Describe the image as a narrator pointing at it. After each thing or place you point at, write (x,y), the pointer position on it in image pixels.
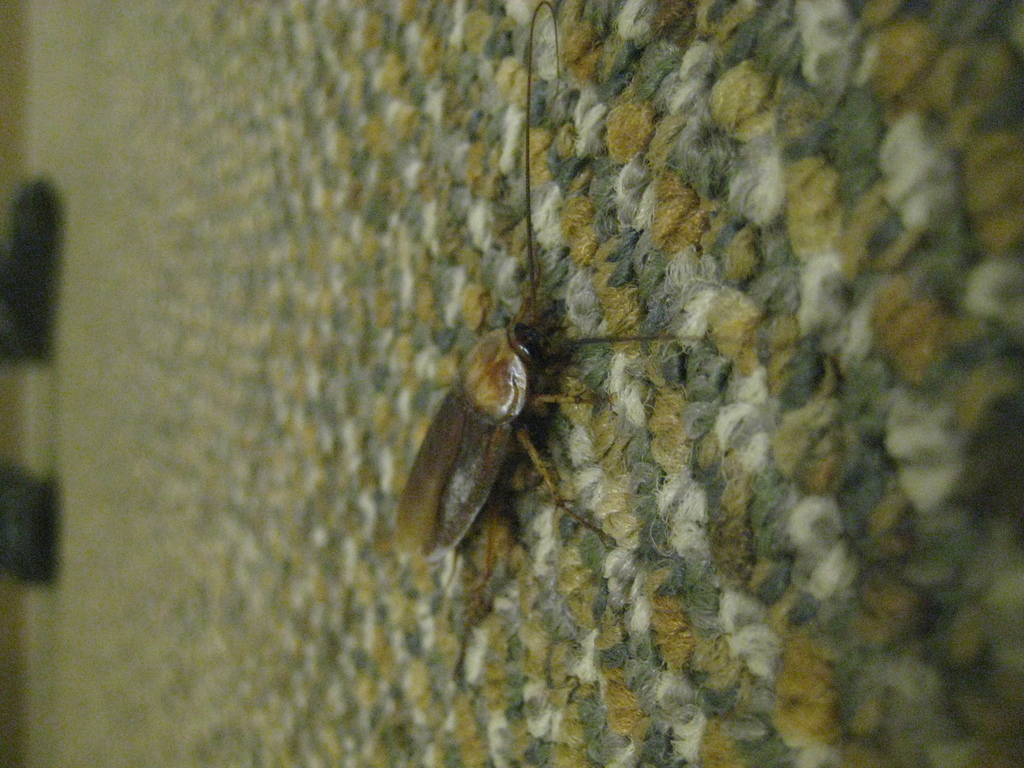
In the center of the picture (407,503) there is a cockroach (440,545), on the mat (721,601). The edges are blurred.
